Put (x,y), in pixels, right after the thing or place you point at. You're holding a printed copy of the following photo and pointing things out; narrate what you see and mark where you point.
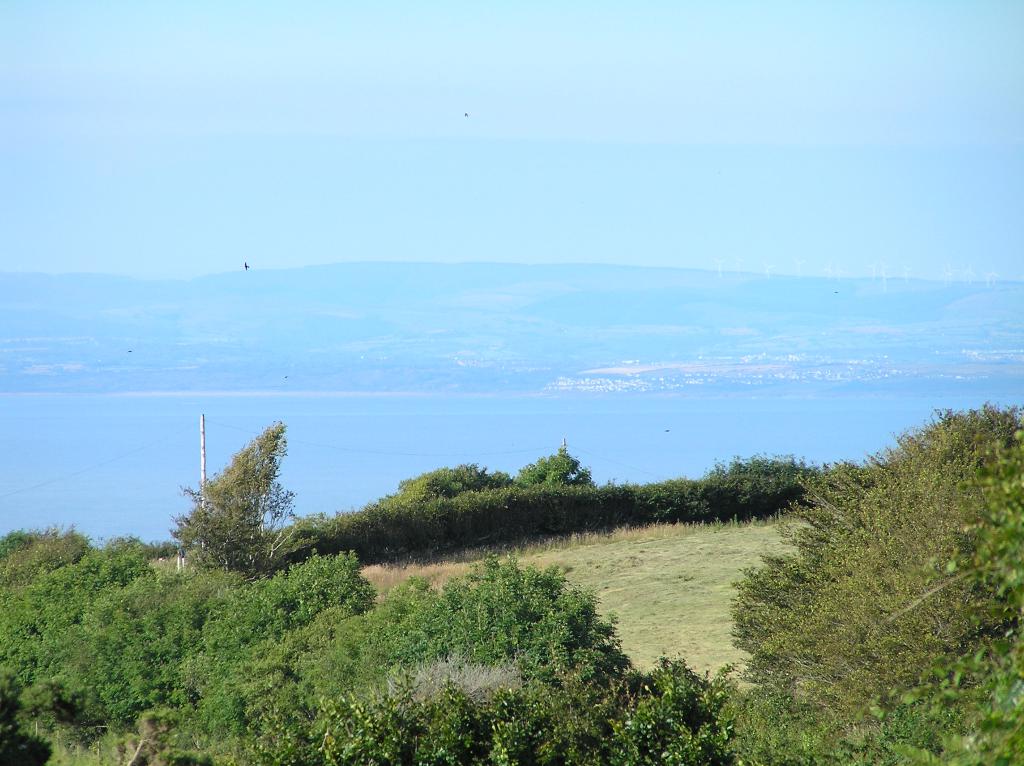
In this image we can see some trees (557,526) and grass (684,615) on the ground (681,591) and in the middle of the picture (568,423) we can see the water (589,413) and some mountains (453,315) in the background (978,363). At the top (284,226), we can see the sky (380,154).
